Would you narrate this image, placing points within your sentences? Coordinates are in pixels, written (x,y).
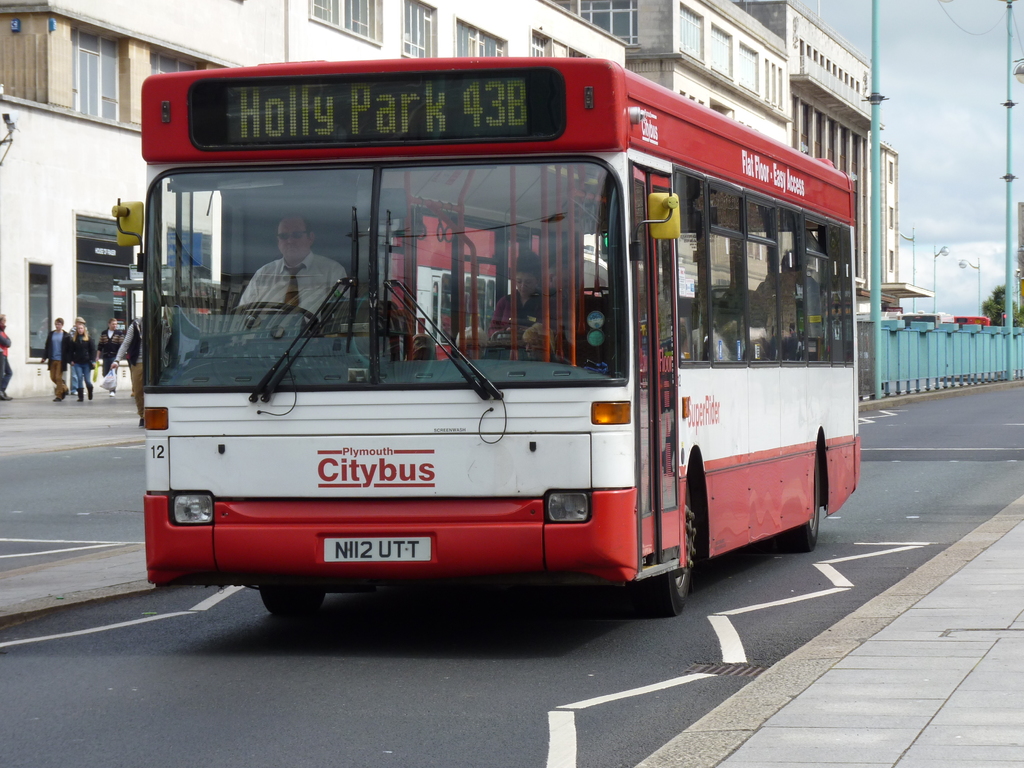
In this picture, I can see a bus (397,87). inside the bus (188,152), I can see a driver (279,259) driving the bus (309,322) after that i can see few passengers (540,287) who are sitting and we can find some people (98,357) next we can see building (228,32) with multiple windows (103,62) and i can see two more buildings (746,40) right next to same building (711,71) and also i can see two electrical poles (1007,59) and there is a grill (970,381) which is built between the roads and also i can see few lights (975,262) and tree (997,300).
